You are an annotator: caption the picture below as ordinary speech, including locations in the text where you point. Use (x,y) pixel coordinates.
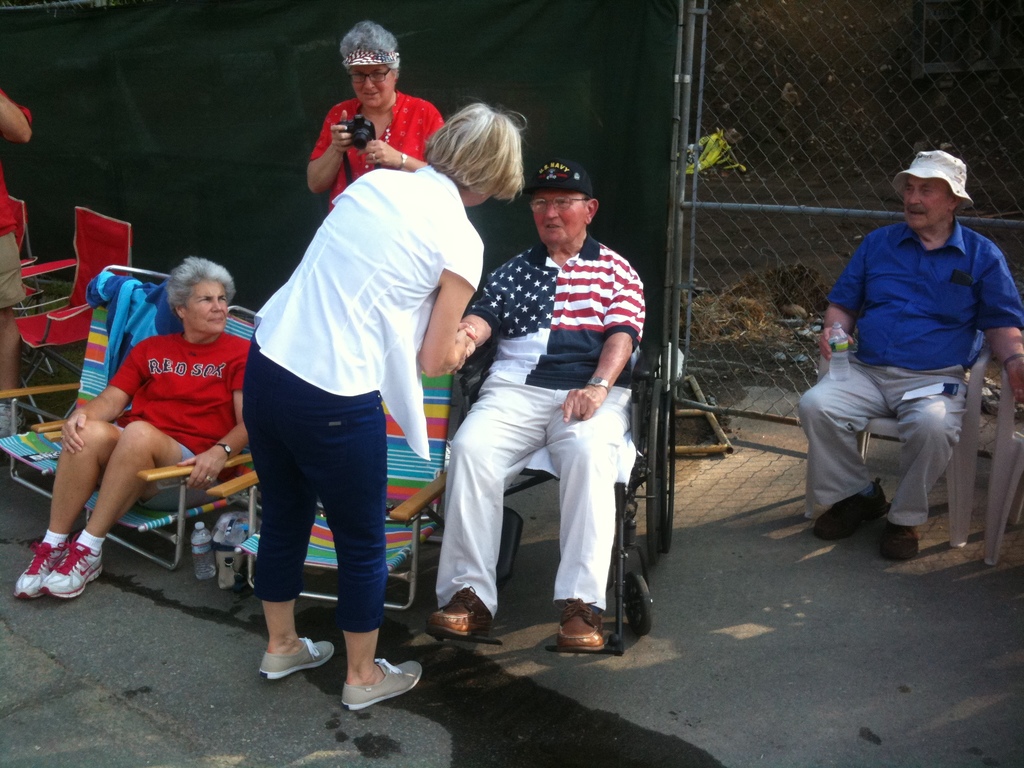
In the middle of the image (348,484) few people (391,80) are standing and sitting. Behind them we can see fencing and cloth (497,208).
